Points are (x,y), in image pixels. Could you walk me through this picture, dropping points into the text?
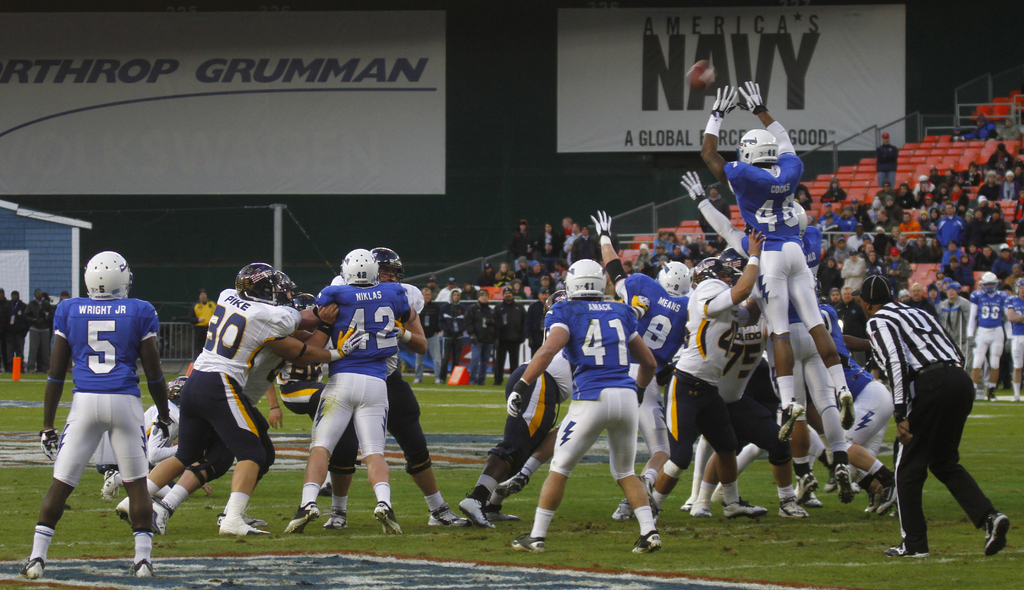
In the foreground of this image (391,413), there are people (391,413) playing football, where men (651,392) are standing, walking on the grass (755,518) and also there is a man (763,191) and a ball (701,68) in the air (713,71). In the background (506,316), there are few (470,309) standing and many (908,226) are sitting on the chairs (959,169) and there is railing (654,215), few banners (592,100), a pole (282,227) and an objects (55,223) on the left side (51,247).
